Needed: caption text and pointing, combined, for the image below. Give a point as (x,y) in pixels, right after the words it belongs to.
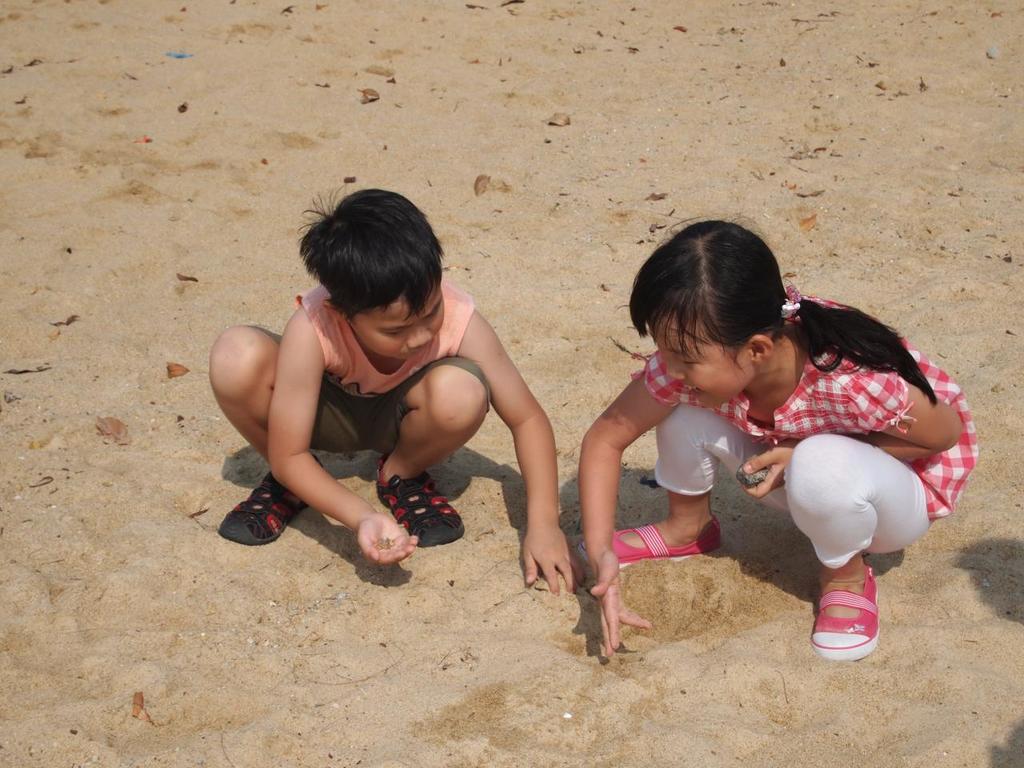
In this image we can see a boy (539,563) and a girl (675,520) sitting on the sand (504,603). In that a boy (544,520) is holding some sand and a girl (628,532) is holding a stone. We can also see some dried leaves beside them.
